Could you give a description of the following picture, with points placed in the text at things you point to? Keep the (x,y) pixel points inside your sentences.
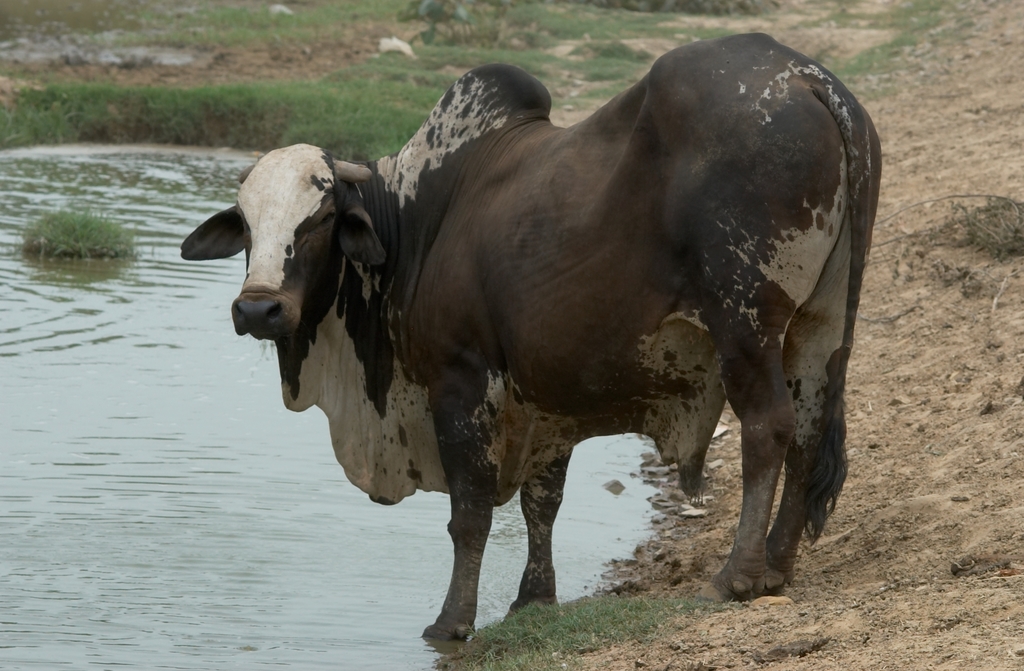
In this picture I can see an animal (622,250) in front (580,210), which is of black and white in color and it is on the ground (904,173). On the left side of this picture (140,307) I can see the water (181,277). In the background (212,121) I can see the grass (325,103).
